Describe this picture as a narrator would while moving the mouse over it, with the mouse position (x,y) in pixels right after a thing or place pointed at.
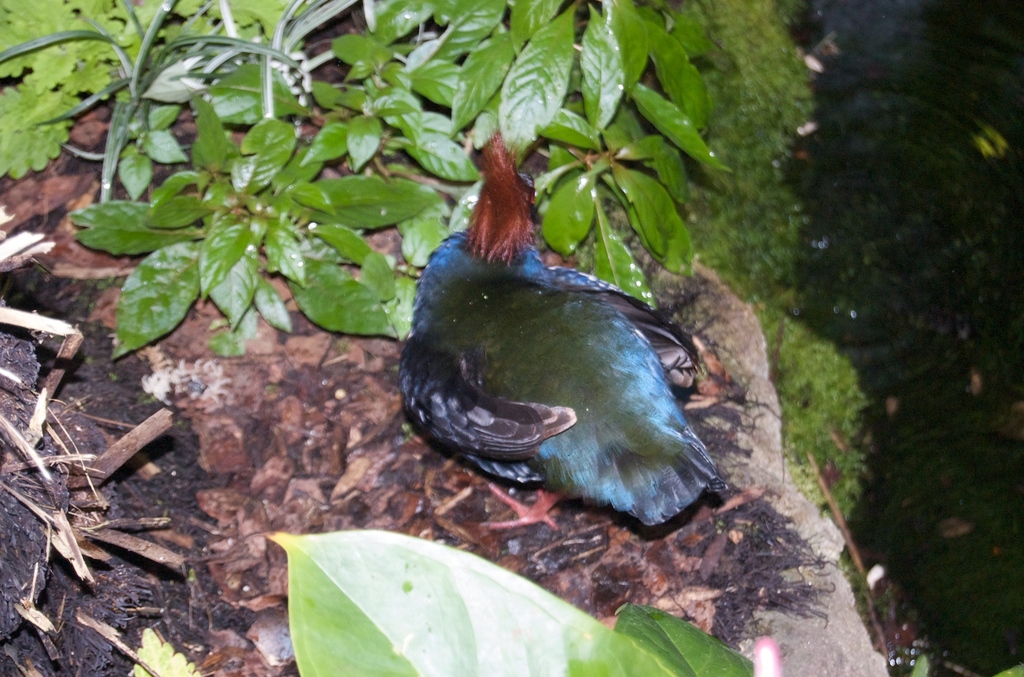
In this image, we can see a bird (497,424). At the top (620,201), we can see few plants (128,227), grass (735,114). Right side of the image (836,192), we can see a water (910,345). At the bottom (476,675), we can see few leaves (645,668).
